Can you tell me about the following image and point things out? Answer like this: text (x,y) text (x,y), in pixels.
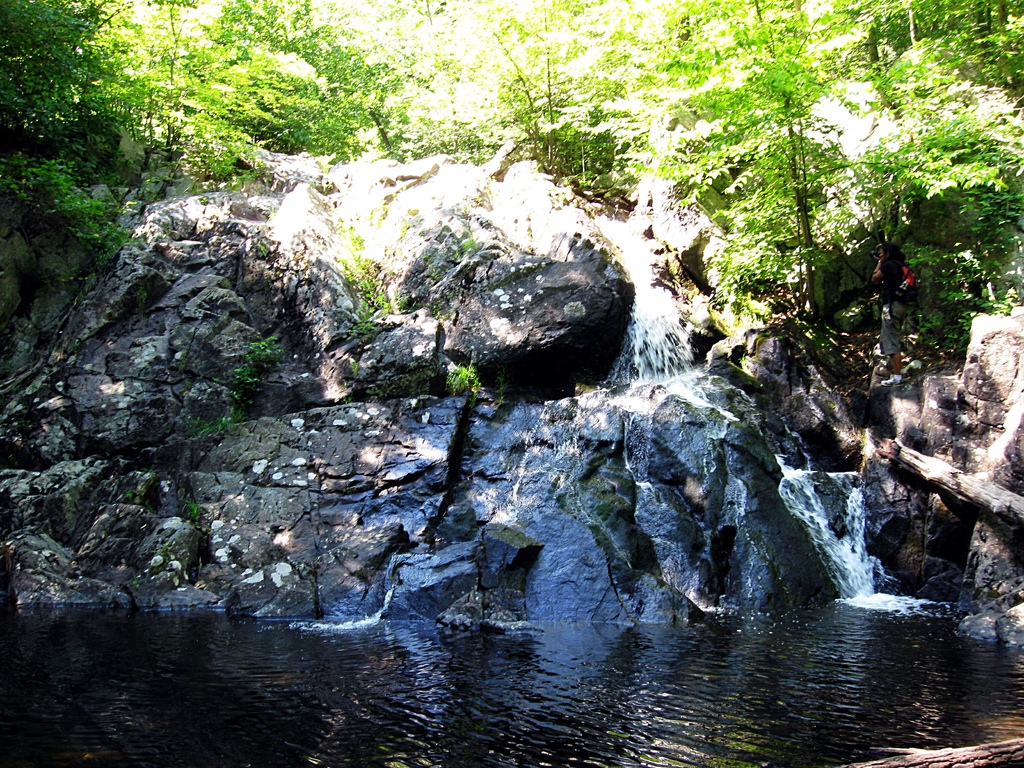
At the bottom of the image (114,688) there is water (129,644). In the middle of the image (373,505) we can see a hill (373,505), on the hill (670,535) there are some trees (812,285) and there is a person (891,376) standing.
